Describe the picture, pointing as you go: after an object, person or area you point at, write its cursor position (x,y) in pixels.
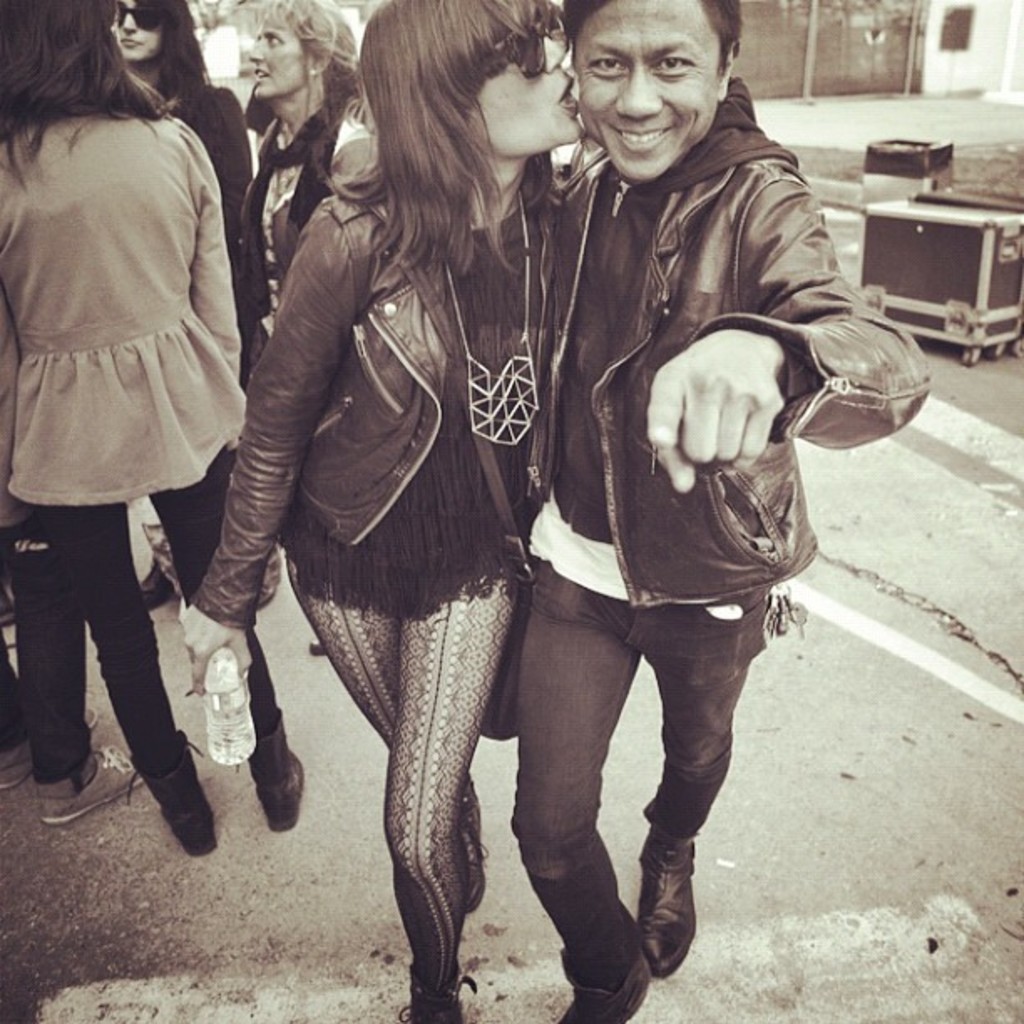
In this image I can see the group of people (262,308) standing and wearing the dresses (296,219). I can see one person (418,214) is holding the bottle (235,699) and wearing the goggles (549,36). To the side I can see two boxes (917,274) on the road (978,445). And this is a black and white image.
